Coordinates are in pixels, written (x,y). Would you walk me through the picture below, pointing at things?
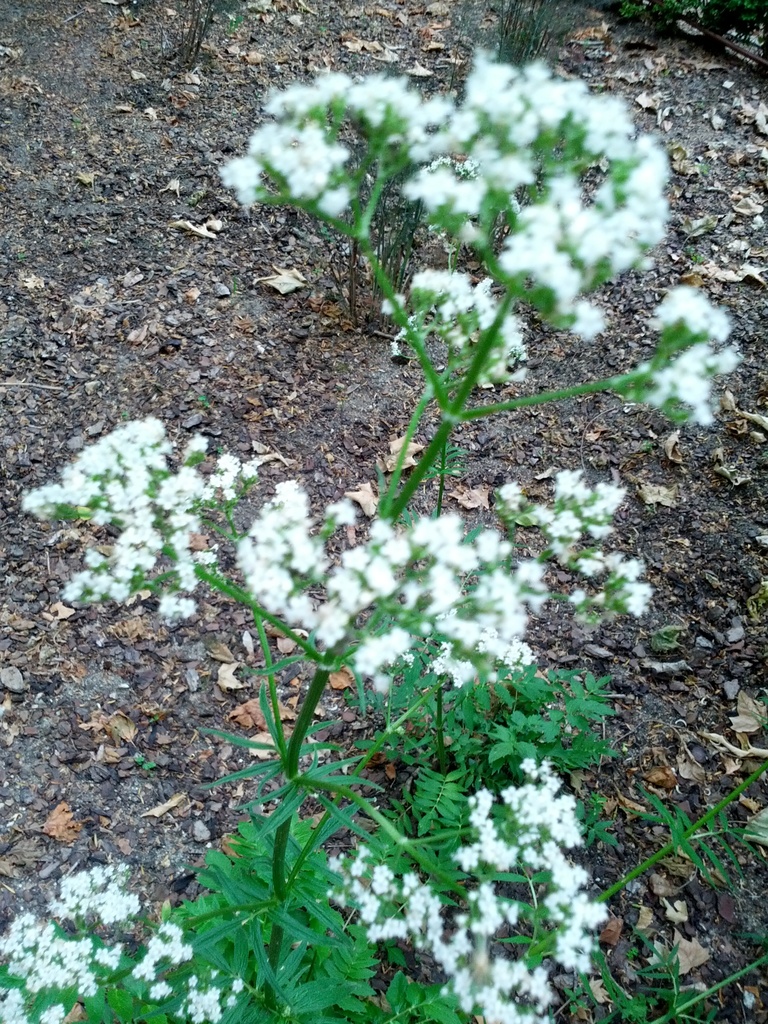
In the picture we can see a plant (340,989) on it, we can see small white colorful flowers (169,992) and under it we can see a mud surface (692,433) with some dried leaves (689,237) on it.
